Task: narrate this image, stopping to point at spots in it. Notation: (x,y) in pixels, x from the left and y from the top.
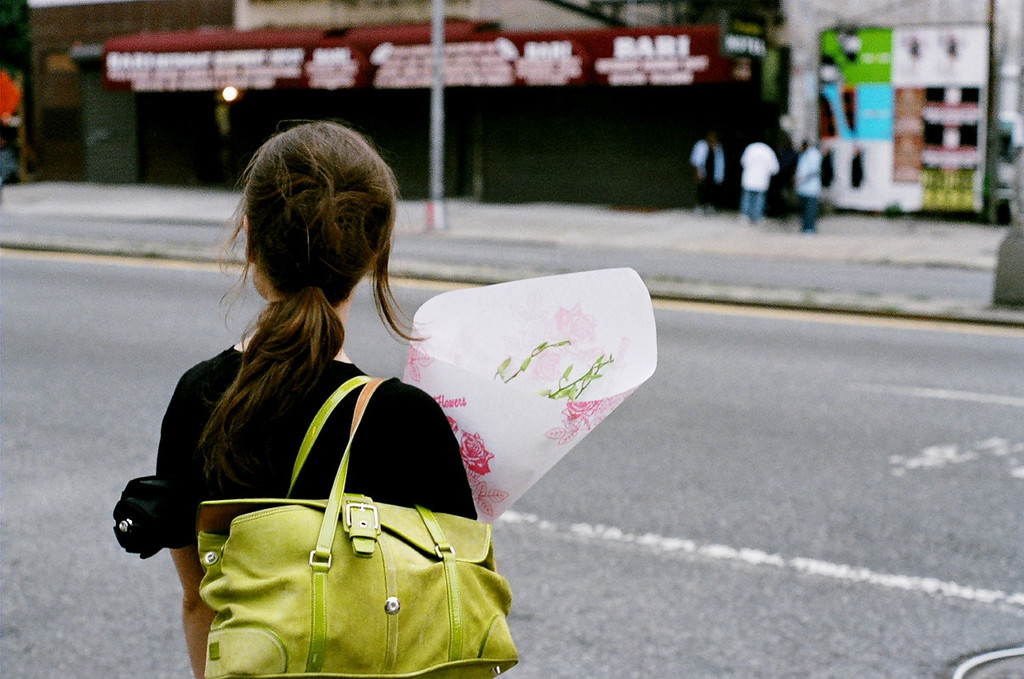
In the picture I can see a person (334,450) wearing a black color dress (345,430) is carrying green color handbag (365,602), and umbrella (155,524) and a bouquet (539,437) in her hands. The background of the image (739,639) is slightly blurred, where we can see the road (578,596), a few people (791,169) standing there, I can see boards (834,188) and poles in the background (663,50).
